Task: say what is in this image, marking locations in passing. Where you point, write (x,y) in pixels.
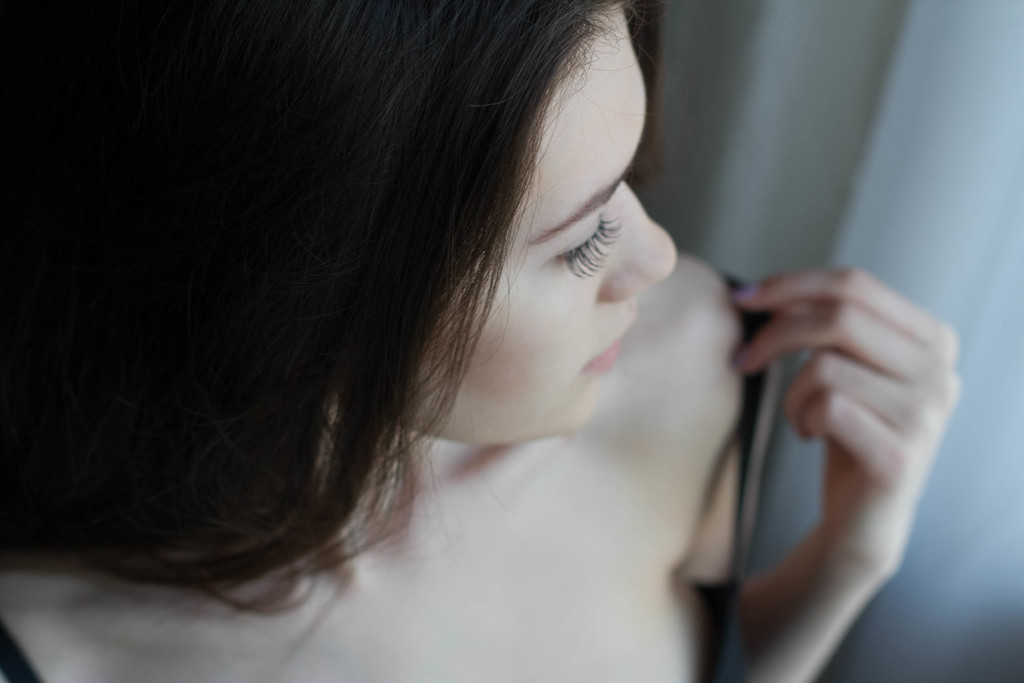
In this image there is a girl (531,473). On the right side (793,82) there is a white colour curtain (825,130).
